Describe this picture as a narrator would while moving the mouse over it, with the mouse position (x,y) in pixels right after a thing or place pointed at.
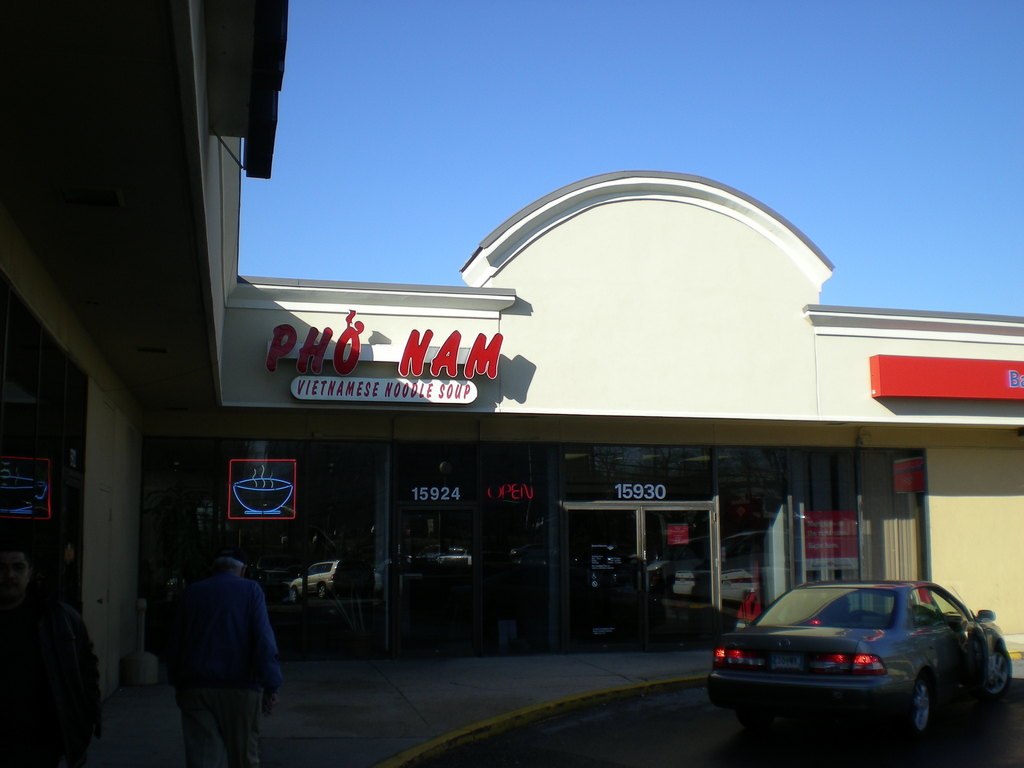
This picture is clicked outside. On the left (207,732) we can see the two persons (255,678) walking on the ground (467,695). On the right (847,679) we can see a car (979,621) parked on the ground (838,737) and we can see the text (442,362) attached to the building (818,372) and we can see the reflections (350,590) of cars (351,575) and the reflections (279,549) of buildings (803,513) on the glasses (332,485) and we can see many other objects (14,492). In the background (453,71) we can see the sky (829,28).
